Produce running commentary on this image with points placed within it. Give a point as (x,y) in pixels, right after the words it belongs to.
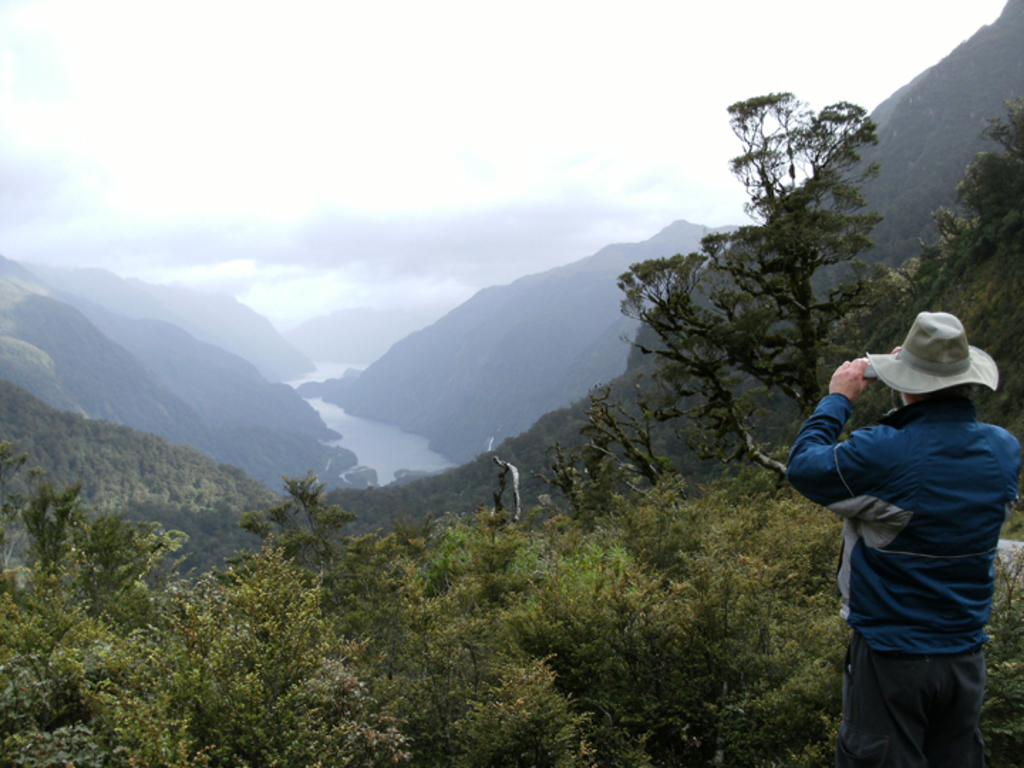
In this image, on the right (910,609) there is a man (897,571), he wears a jacket (901,591), trouser (858,747), hat (953,351), he is holding an object (871,376). In the middle (640,466) there are trees (570,572), hills (431,406), water (376,433), sky (362,241) and clouds (362,241).
